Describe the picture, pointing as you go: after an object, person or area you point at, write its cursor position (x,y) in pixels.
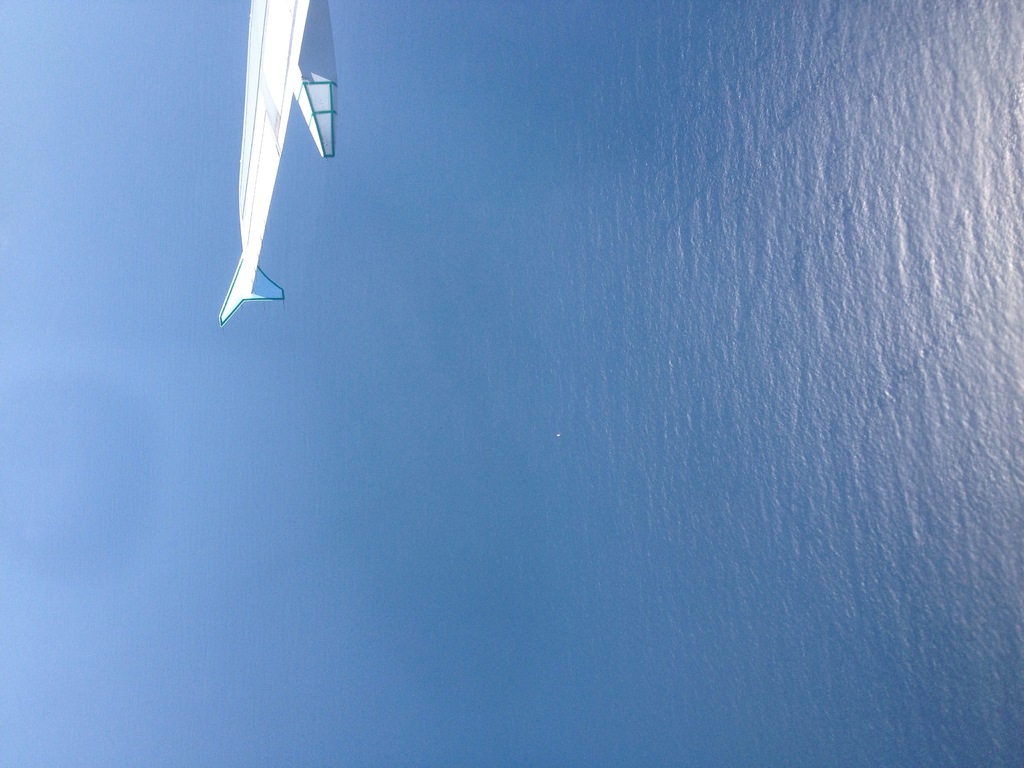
Here in this picture we can see water (145,483) present all over there and we can see a wing (306,96) of an aircraft (318,5) present in the air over there.
